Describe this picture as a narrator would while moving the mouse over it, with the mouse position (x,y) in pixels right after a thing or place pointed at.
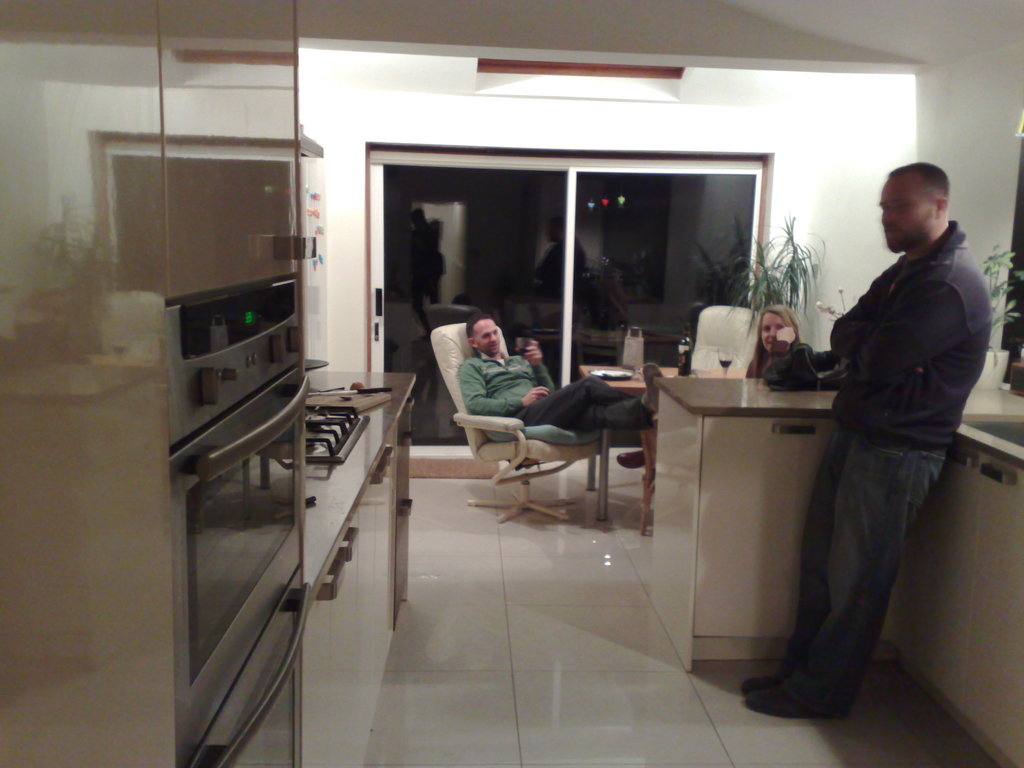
In this image I can see two persons (503,405) are sitting on the chairs (479,418) and one person (827,462) is standing on the floor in front of a cabinet (703,478). In the background (1007,226) I can see a wall (792,212), houseplants (794,262), door (728,264), micro oven (282,497) and a kitchen cabinet (339,552). This image is taken may be in a hall (507,593).
